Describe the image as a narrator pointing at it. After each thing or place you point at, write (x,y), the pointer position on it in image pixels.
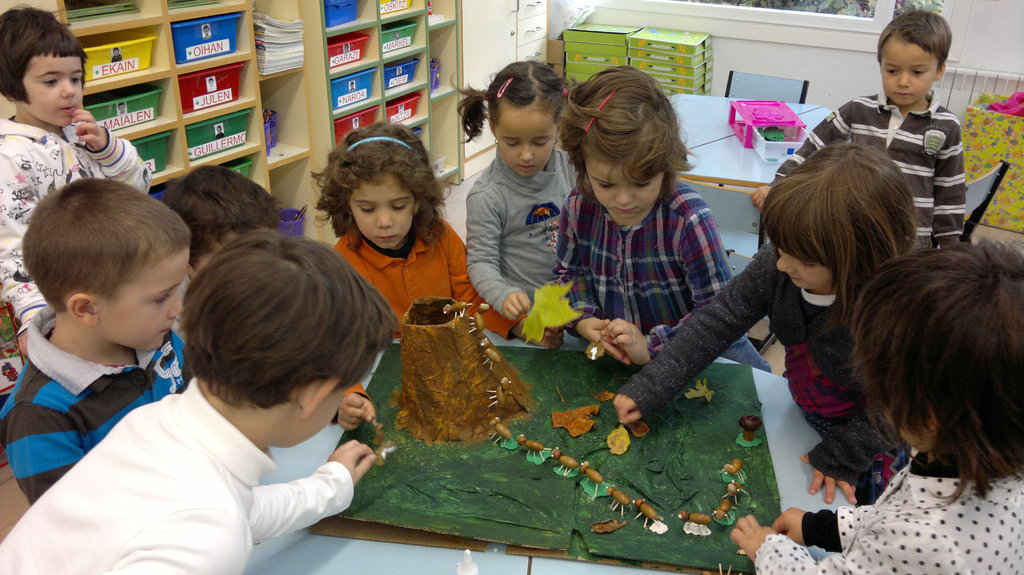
In the image few kids (121,255) are standing and sitting surrounding a table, on the table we can see an object (473,333) and few kids (667,291) are holding some leafs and some objects (593,345). Behind them we can see a table (812,120) and chair (754,92), on the table (749,150) we can see some objects (789,140). At the top of the image (779,50) we can see some cupboards (459,74) and wall (840,57).
